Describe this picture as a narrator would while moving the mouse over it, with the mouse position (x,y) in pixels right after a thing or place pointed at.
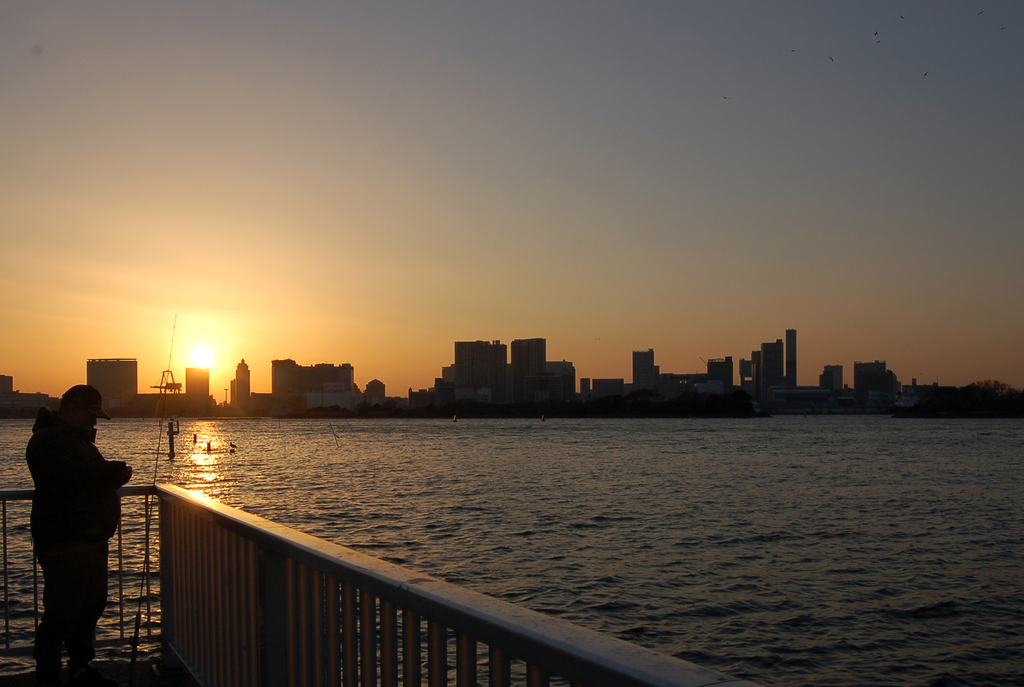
In the image we can see a person (62,496) standing wearing clothes (54,454) and a cap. This is a fence (306,604), water (638,514), many buildings (574,386), sky (590,208) and the sun (203,365). We can see even there are birds (793,49) flying in the sky (807,47).
